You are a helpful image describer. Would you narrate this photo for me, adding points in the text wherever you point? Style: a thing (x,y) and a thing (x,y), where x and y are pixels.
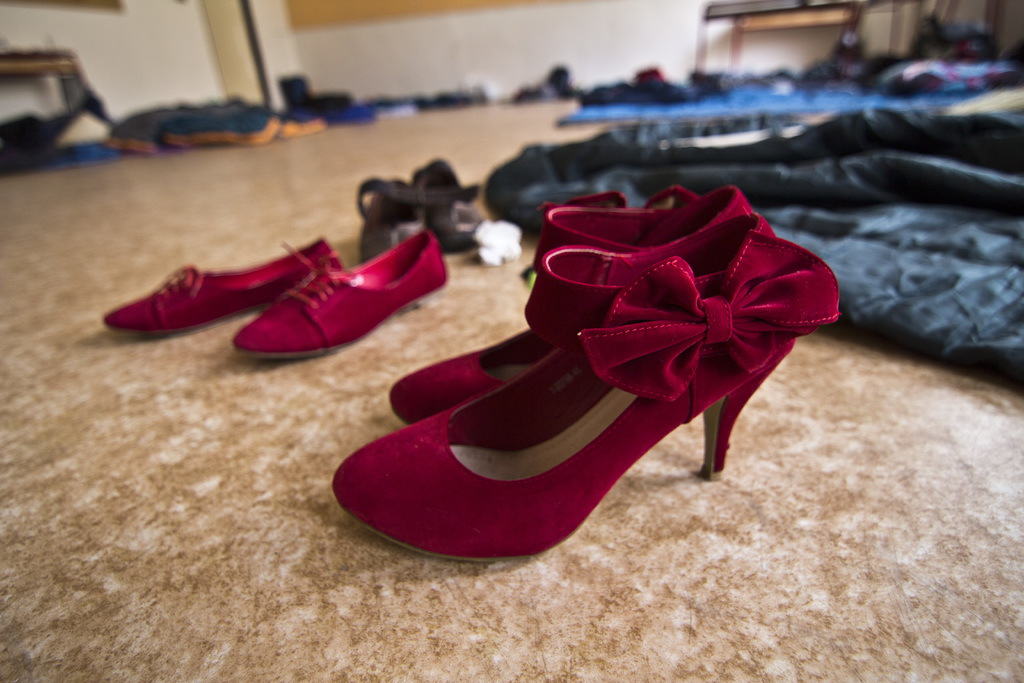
In this image we can see some footwear (436,265), clothes (895,217), some other objects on the floor (454,319), there we can also see tables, wall (181,44) and a door (241,63).
